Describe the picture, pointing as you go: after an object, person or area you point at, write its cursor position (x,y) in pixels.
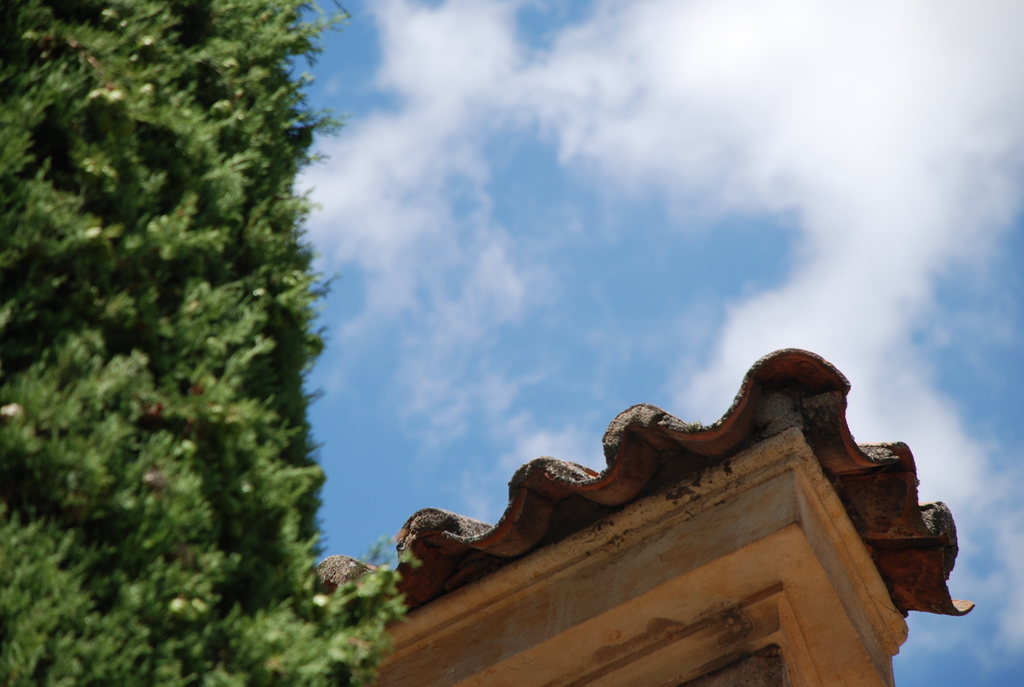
In this image we can see the roof (520,531) and the blue sky (901,291) with clouds (894,297) in the background (417,251). This part of the image is blurred, where we can see the trees (112,514).
